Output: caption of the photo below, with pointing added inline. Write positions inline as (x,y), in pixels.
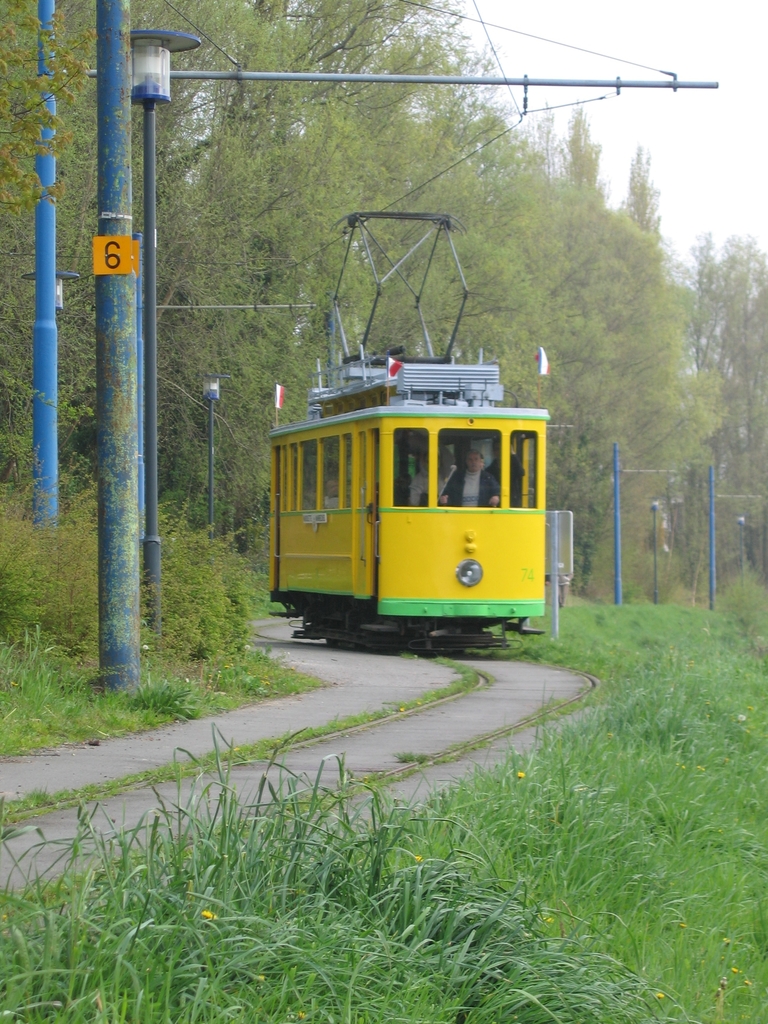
The image is taken outside a city. In the foreground of the picture (531,703) there is grass (196,758) and a railway track (269,753). In the center (256,528) the picture there are poles (107,534), cables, plants (72,565), shrubs (59,571), grass (640,659) and a train (435,468). In the background (495,263) there are trees (606,291) and poles (649,472). Sky (676,150) is cloudy.
